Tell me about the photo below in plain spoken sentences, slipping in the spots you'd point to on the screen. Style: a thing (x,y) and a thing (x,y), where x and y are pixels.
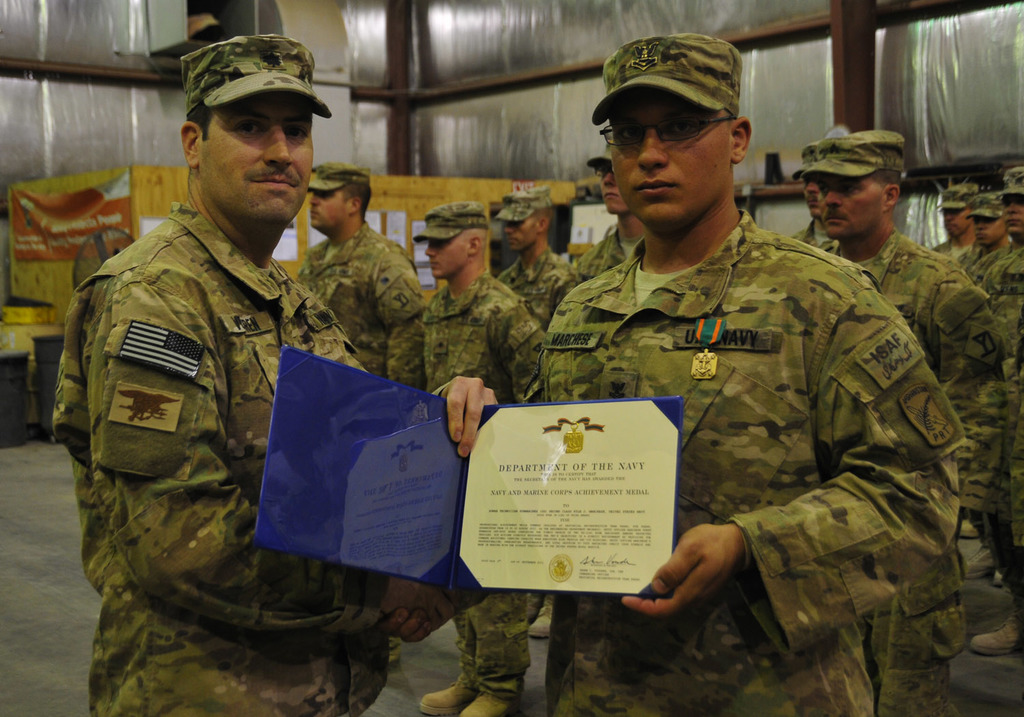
In the center of the image (542,254) there are people (730,710) wearing uniform (744,710) and caps (532,205) and standing. In the background of the image (32,338) there are container (565,192).
